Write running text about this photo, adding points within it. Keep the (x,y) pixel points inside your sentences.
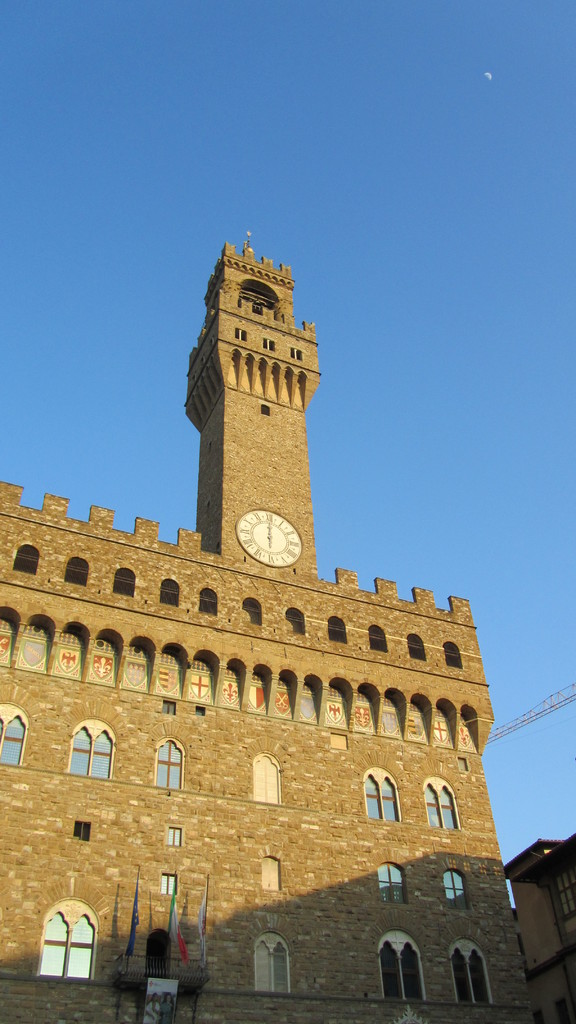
In this image I can see buildings (290,820), windows (173,772), clock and the sky (555,655). This image is taken may be during a day.
